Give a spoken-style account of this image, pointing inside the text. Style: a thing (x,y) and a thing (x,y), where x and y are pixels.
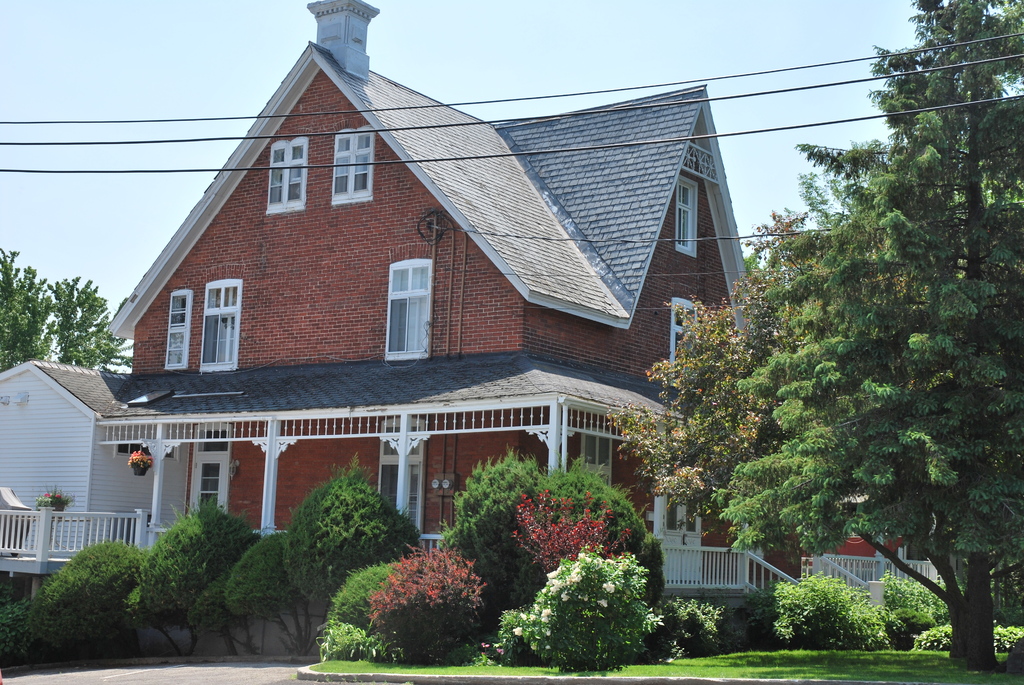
In the picture I can see plants (545,599), the grass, trees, houses (251,476), fence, wires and some other objects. In the background (185,199) I can see the sky (79,209).
